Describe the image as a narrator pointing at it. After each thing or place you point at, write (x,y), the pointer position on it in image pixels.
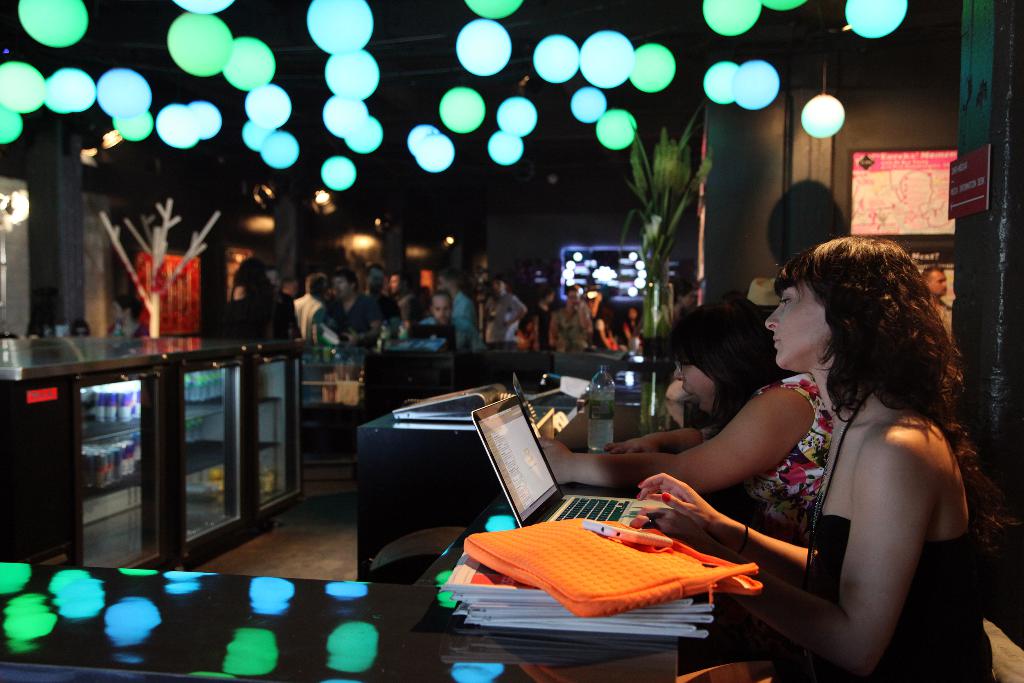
In this image, we can see laptops (501,455), books (559,617), a bag (543,558) and some other objects (154,289) on the stands (392,608) and we can see people (503,278) and some are sitting. In the background (50,98), there are lights (583,284) and we can see balloons (417,123), boards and plants (655,246).
